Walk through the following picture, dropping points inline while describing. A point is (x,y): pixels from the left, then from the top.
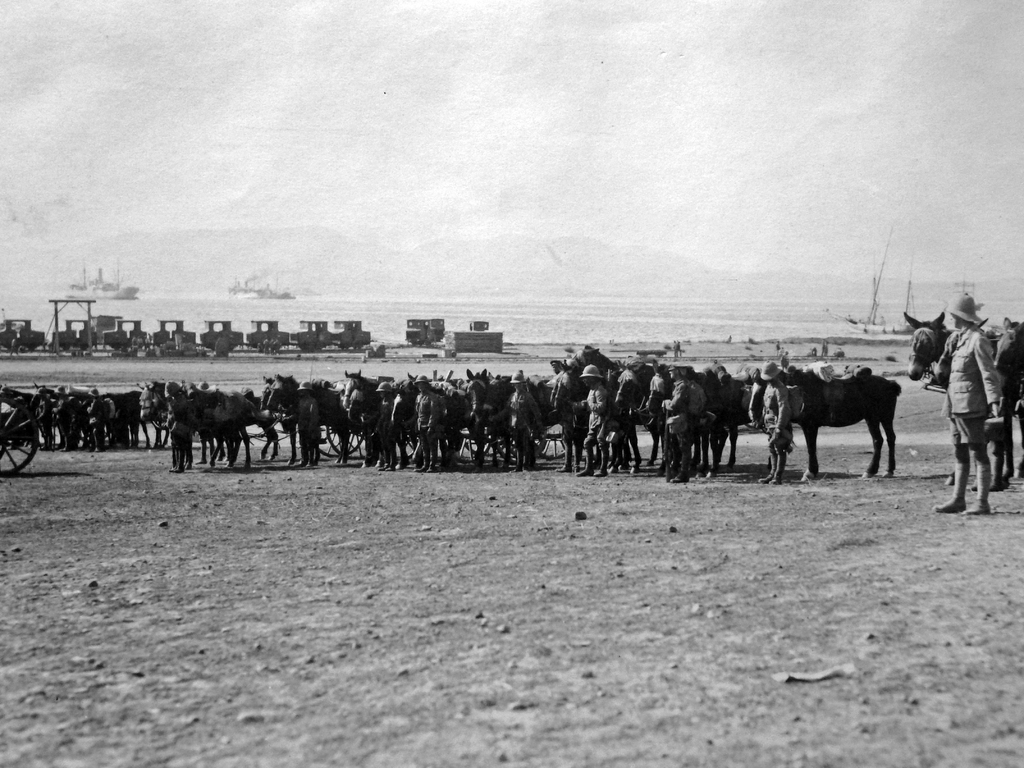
In this picture I can see there are a few people (776,428) standing, they are few horses (228,399) and there are soil (363,530) and stones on the floor (174,575), in the backdrop (9,316), I can see there is an ocean (323,312), ships (84,289) sailing on the water (655,320) and there are few mountains (229,280) and the sky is clear.
